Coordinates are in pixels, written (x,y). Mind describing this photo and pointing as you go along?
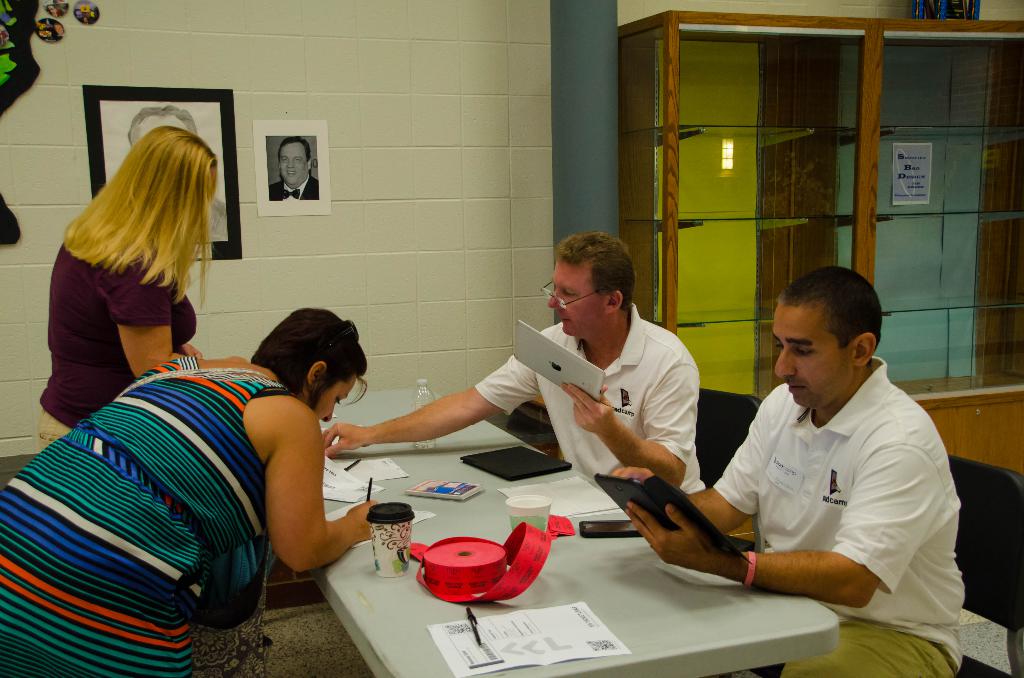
This is a picture in a office. In the center of the picture (481,439) there is a table (626,637), on the table (644,631) there are paper (536,644), cups (408,558), books (516,456) and a water bottle (427,400). To the right (774,552) there are two men (629,415) in white dress (763,449) seated. On the left (145,313) there are two women (163,354) standing. To the top left (209,132) there are two frames (152,102). In the center (497,226) there is a wall (520,239). On the right top (799,201) there is a closet (813,162).
